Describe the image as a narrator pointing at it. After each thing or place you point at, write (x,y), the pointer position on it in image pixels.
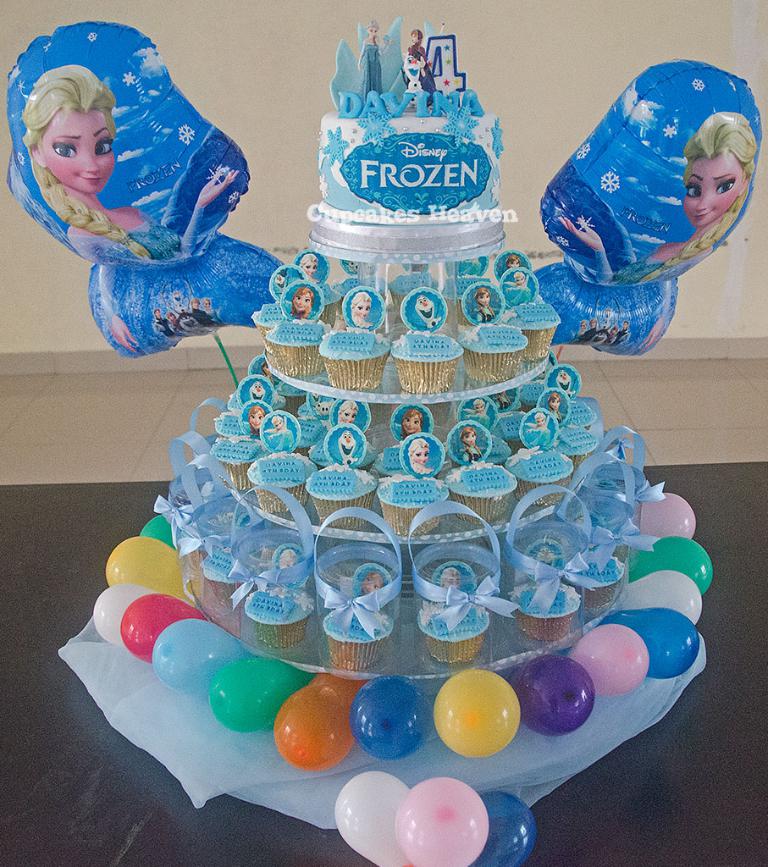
In this image there are three steps (401,619) on which there are cupcakes (409,315). There are balloons (461,681) around the cakes (426,501). There are two balloons (117,178) on either side of the cake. In the background (243,77) there is a wall (293,54).
